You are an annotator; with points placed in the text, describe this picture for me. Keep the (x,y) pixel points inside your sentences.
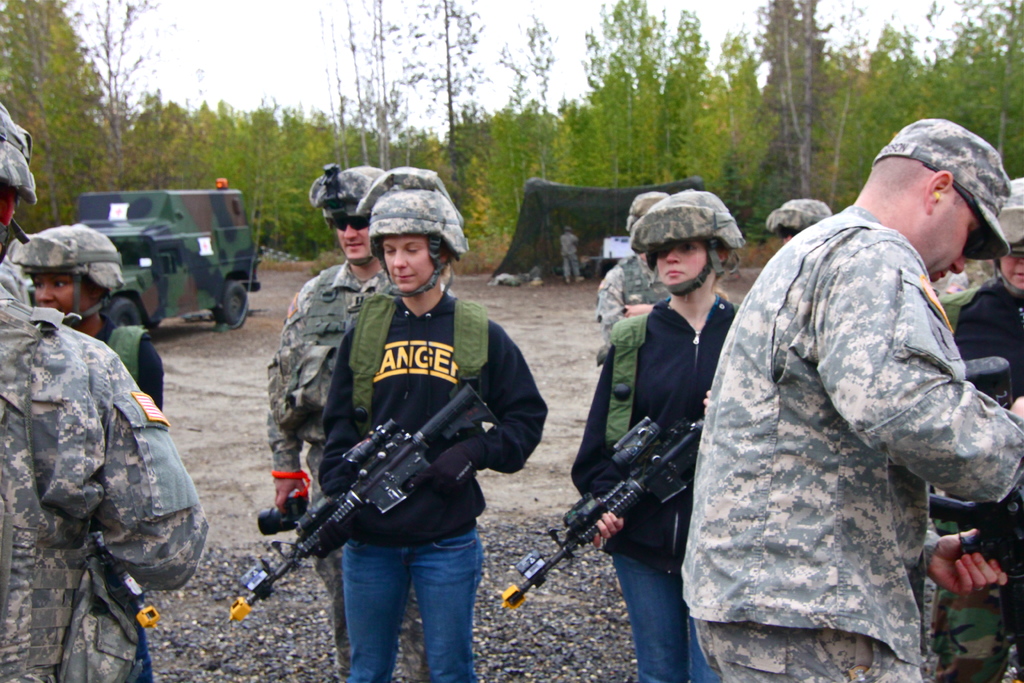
In this image I can see group of people (611,464) standing holding gun (625,464). The person (396,408) in front (412,378) wearing black shirt (416,410), blue jeans (450,565). Background (215,286) I can see a vehicle (179,275), trees (279,151) in green color and sky (279,46) in white color.
